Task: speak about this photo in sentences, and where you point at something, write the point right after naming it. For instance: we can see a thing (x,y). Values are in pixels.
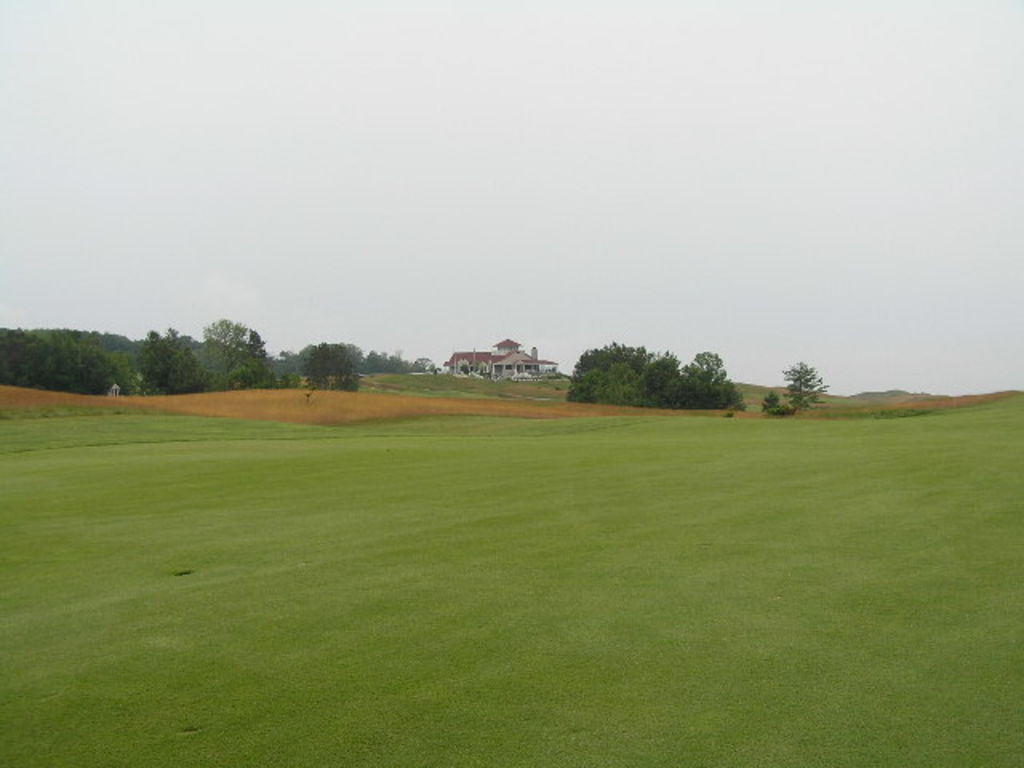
In this picture I can see the grass (321,525) in front (842,654) and in the middle of this picture (522,354) I see few trees (286,358) and a building (460,364). In the background (351,338) I see the sky (551,142).
